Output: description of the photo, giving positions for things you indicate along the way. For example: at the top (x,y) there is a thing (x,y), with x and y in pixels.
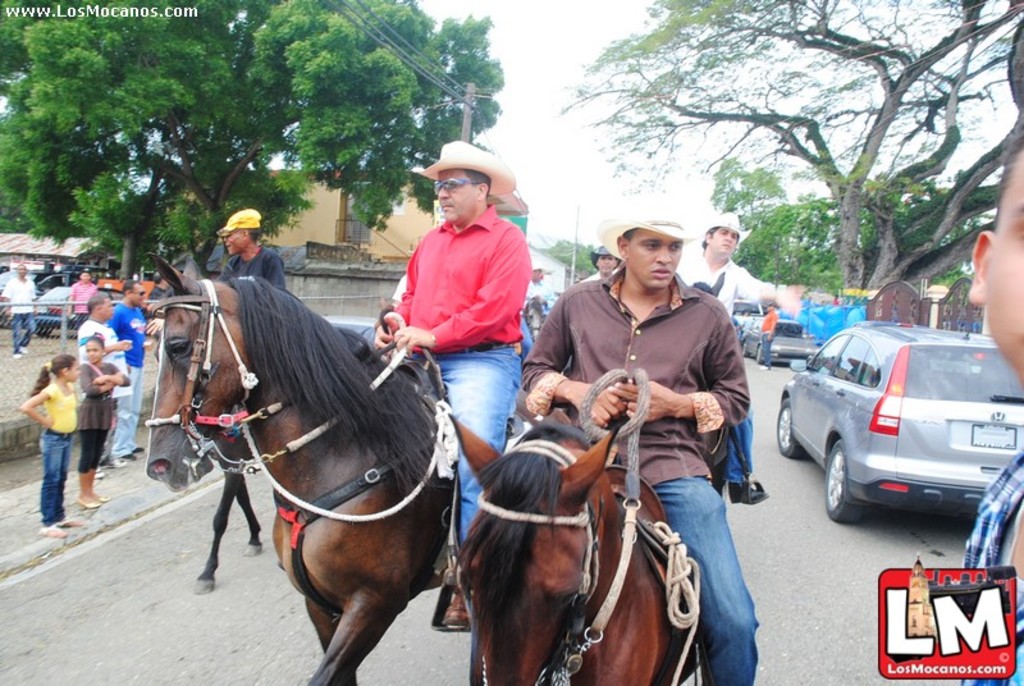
In this picture few persons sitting on the horse (318,539). These persons (15,316) standing. This is fence (42,321). On the background (344,260) we can see building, trees (247,93), sky (542,88). These are vehicle (856,405). This is road (819,641). These persons (720,292) wear hat (636,207).
